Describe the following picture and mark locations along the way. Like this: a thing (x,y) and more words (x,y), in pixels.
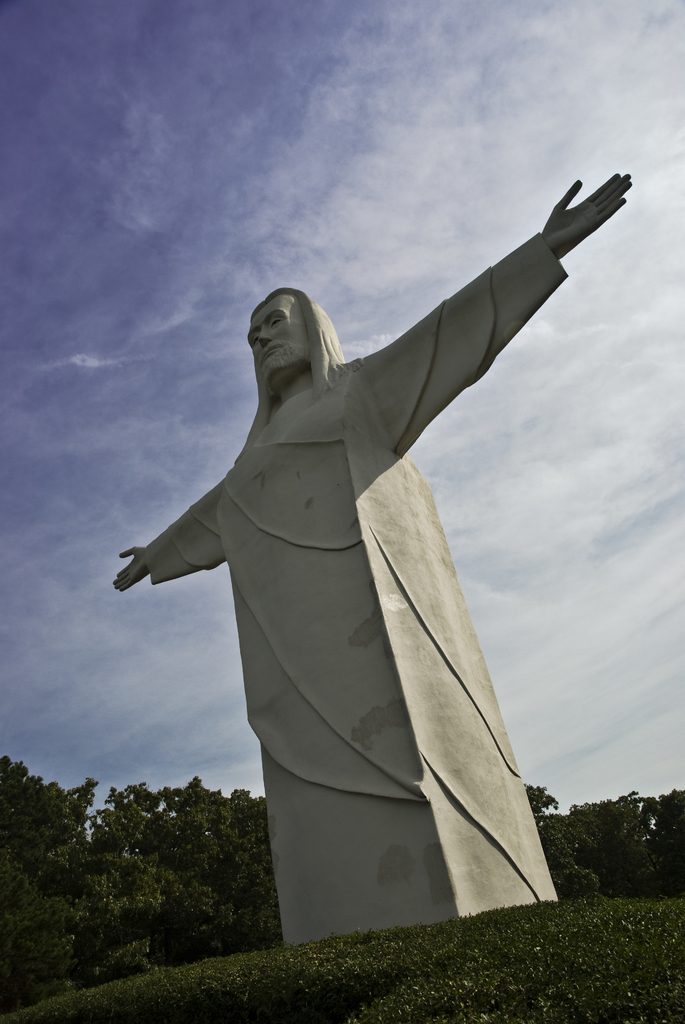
In this picture we can see a statue (381,576) in the front (338,603), at the bottom (537,941) there is grass (527,931), we can see trees (658,885) in the background (655,857), there is the sky (212,209) at the top of the picture (272,111).
